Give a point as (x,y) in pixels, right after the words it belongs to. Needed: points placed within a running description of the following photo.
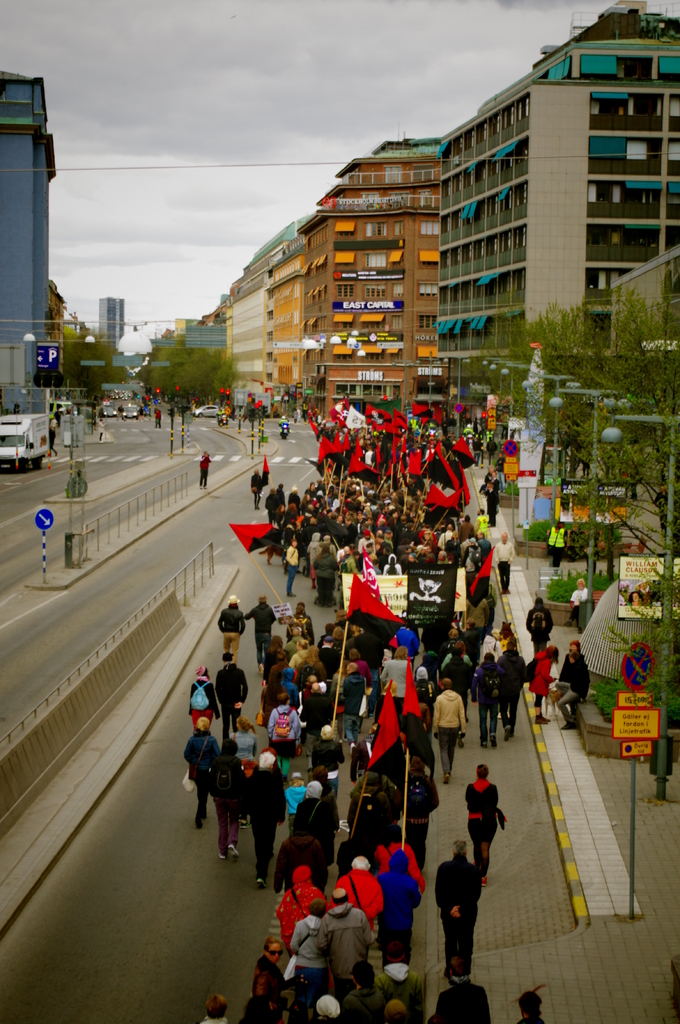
In this image there are few persons (267,846) walking on the road (219,874). Few persons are holding the flags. Right side (669,385) there are few persons (579,653) on the pavement (650,1009) having few trees (672,663) and street lights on it. Right side (655,719) there is a pole (634,822) having few boards (634,750) attached to it. Middle of the road (14,556) there is a fence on the pavement (90,549). There are few poles (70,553) having traffic lights (259,414). Few vehicles (202,410) are on the road (153,451). Background (20,310) there are few trees (112,351) and buildings (294,229). Top of the image (207,155) there is sky (176,129) with some clouds (215,143).
